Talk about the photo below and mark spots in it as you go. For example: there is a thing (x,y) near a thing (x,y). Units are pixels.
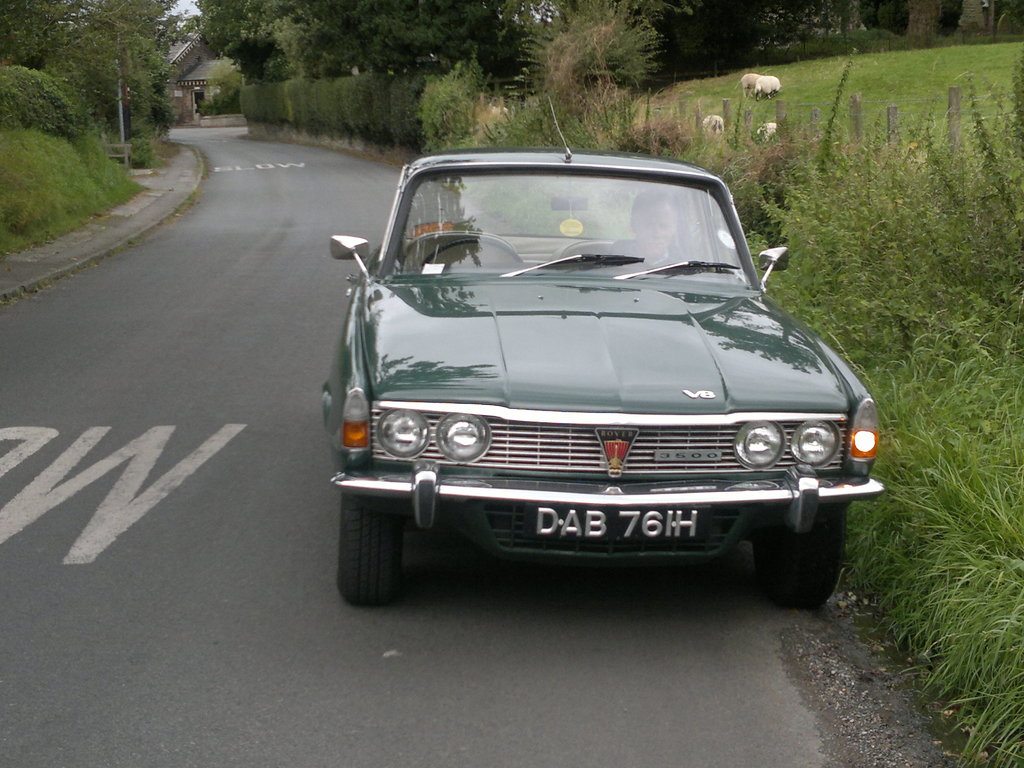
In this image I can see a car (571,433) in green color, background (181,73) I can see a house (201,88), trees (95,114) in green color and the sky (186,14) is in white color.
